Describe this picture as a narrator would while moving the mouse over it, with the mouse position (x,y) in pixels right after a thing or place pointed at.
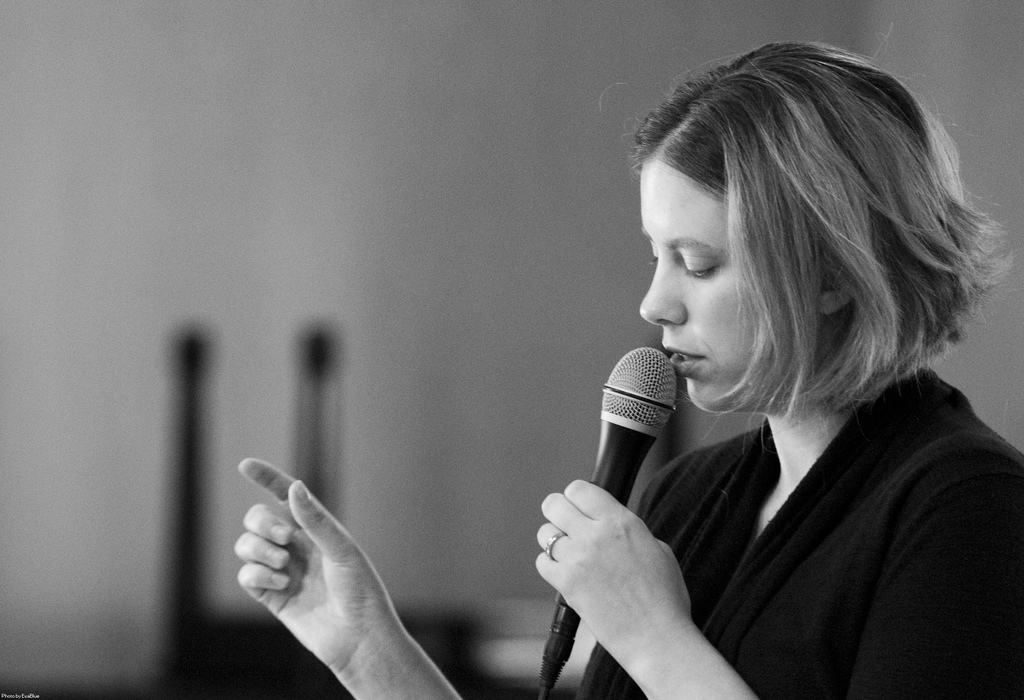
This is a black and white picture, in this image we can see a woman (803,269) holding a mic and in the background (260,445) we can see the wall (570,189).
